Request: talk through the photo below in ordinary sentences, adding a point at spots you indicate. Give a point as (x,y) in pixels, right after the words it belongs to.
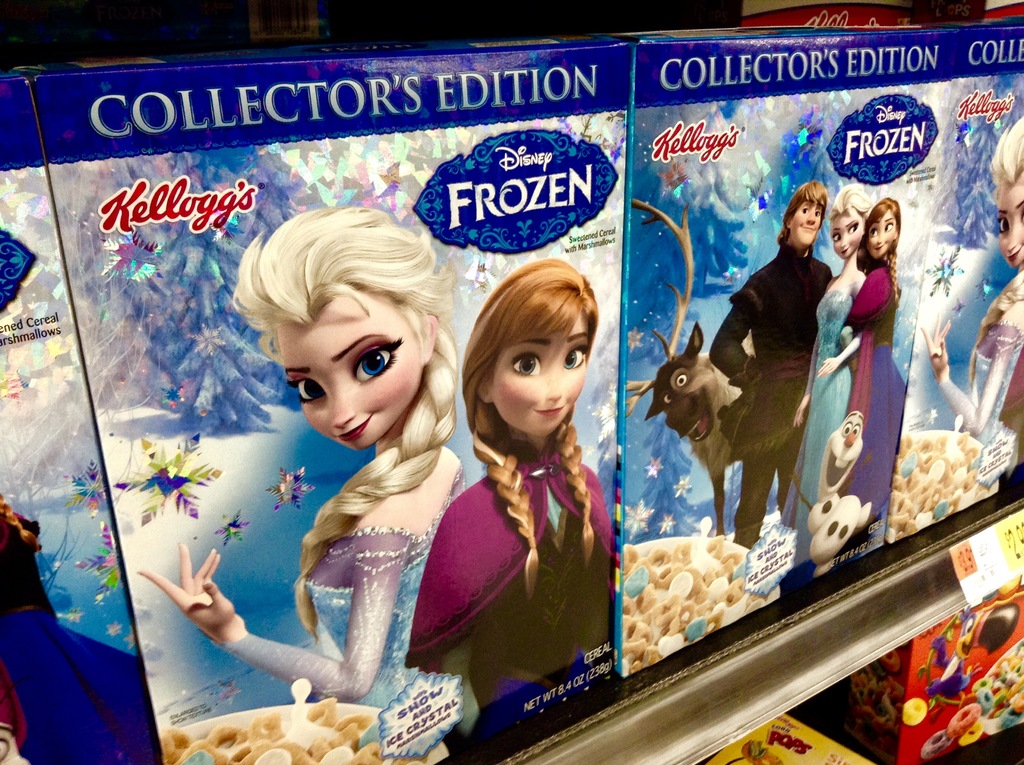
In the image there are snacks boxes (721,293) in the shelves (934,568) and there is a price tag (976,596) in front of the shelf (939,571).
